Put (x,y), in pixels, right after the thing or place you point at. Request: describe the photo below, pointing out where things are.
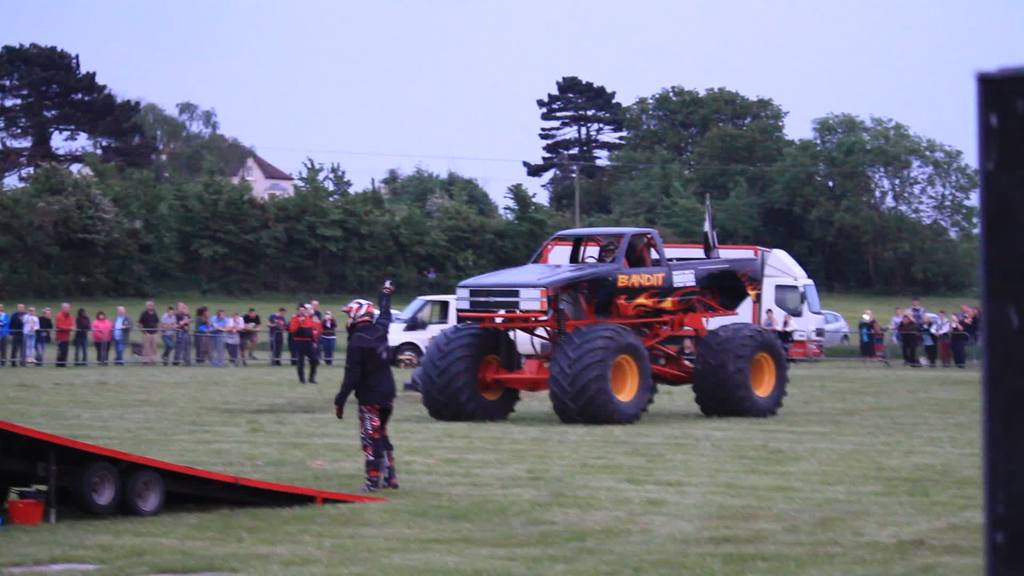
This looks like a monster truck (564,371). I can see a van (449,301) and the cars (408,313), which are parked. There are groups of people (22,335) standing. These are the trees (473,210). Here is the grass (568,493). This looks like a building (274,171). I can see the sky (492,62). I think this is a vehicle ramp (153,463).
